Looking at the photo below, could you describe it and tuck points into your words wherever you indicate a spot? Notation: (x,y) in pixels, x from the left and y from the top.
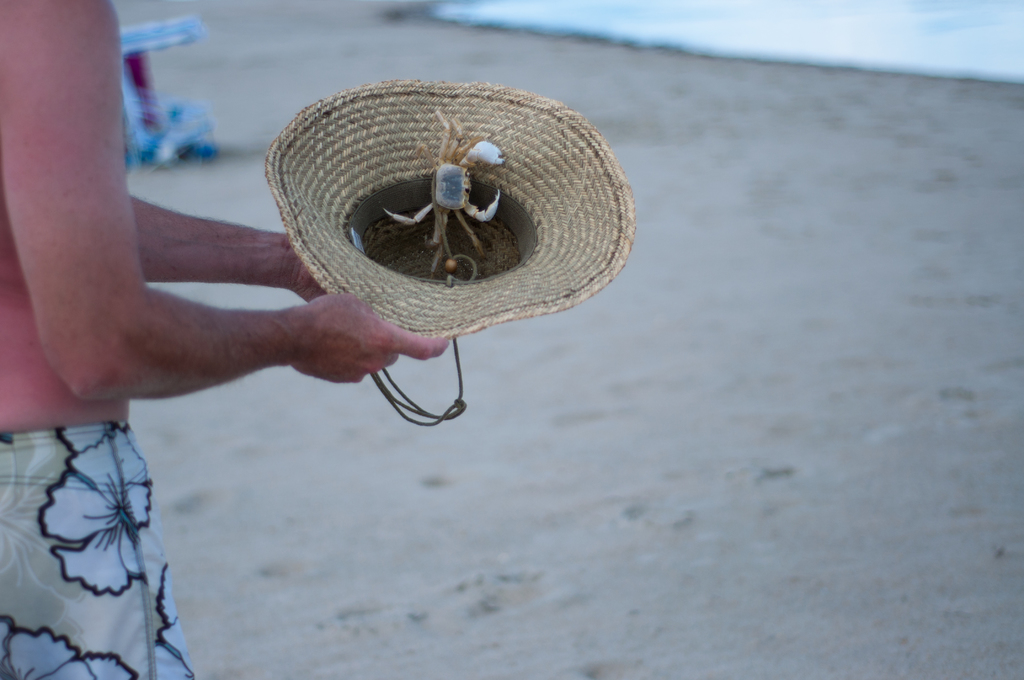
In this image we can see a person (40,398) standing on the sand (273,372) and holding a hat (521,284) and there is a crab (447,202) in the hat (503,172) and there is water (546,20) and an object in the background (757,42).
